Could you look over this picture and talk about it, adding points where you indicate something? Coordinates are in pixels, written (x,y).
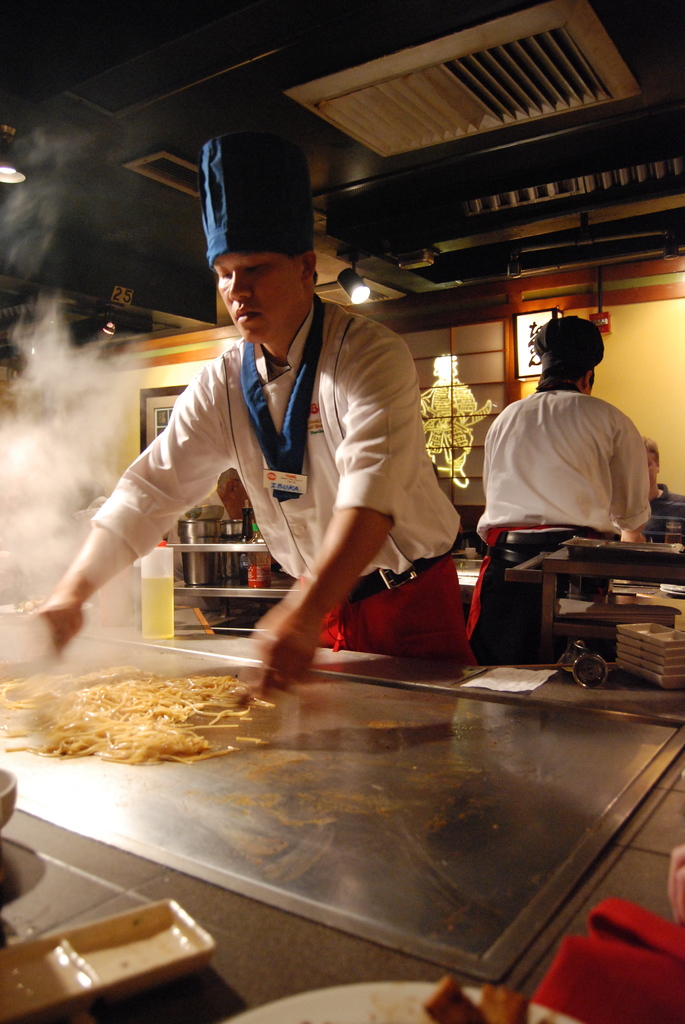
In this image there are two persons (394,466) standing, a person (307,503) cooking something on the cabinet (651,711), there are lights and some other objects (254,573).
